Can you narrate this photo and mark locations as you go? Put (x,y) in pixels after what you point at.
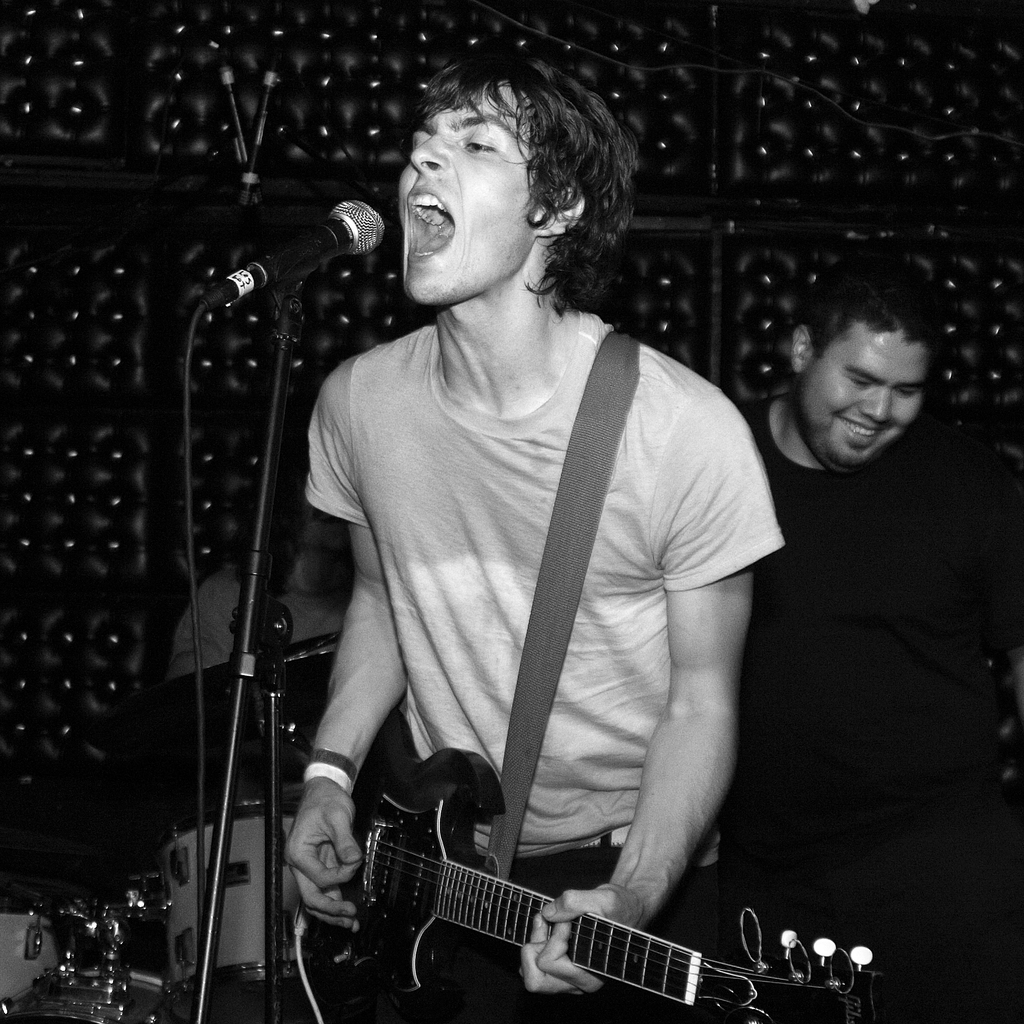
A man (477,670) with a guitar (549,927) singing on a mic (349,232) which was held on a stand (243,665). There is a drum kit (244,899) beside him and a man (845,464) behind him smiling. The background (805,141) has several designs (91,240) and lights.
